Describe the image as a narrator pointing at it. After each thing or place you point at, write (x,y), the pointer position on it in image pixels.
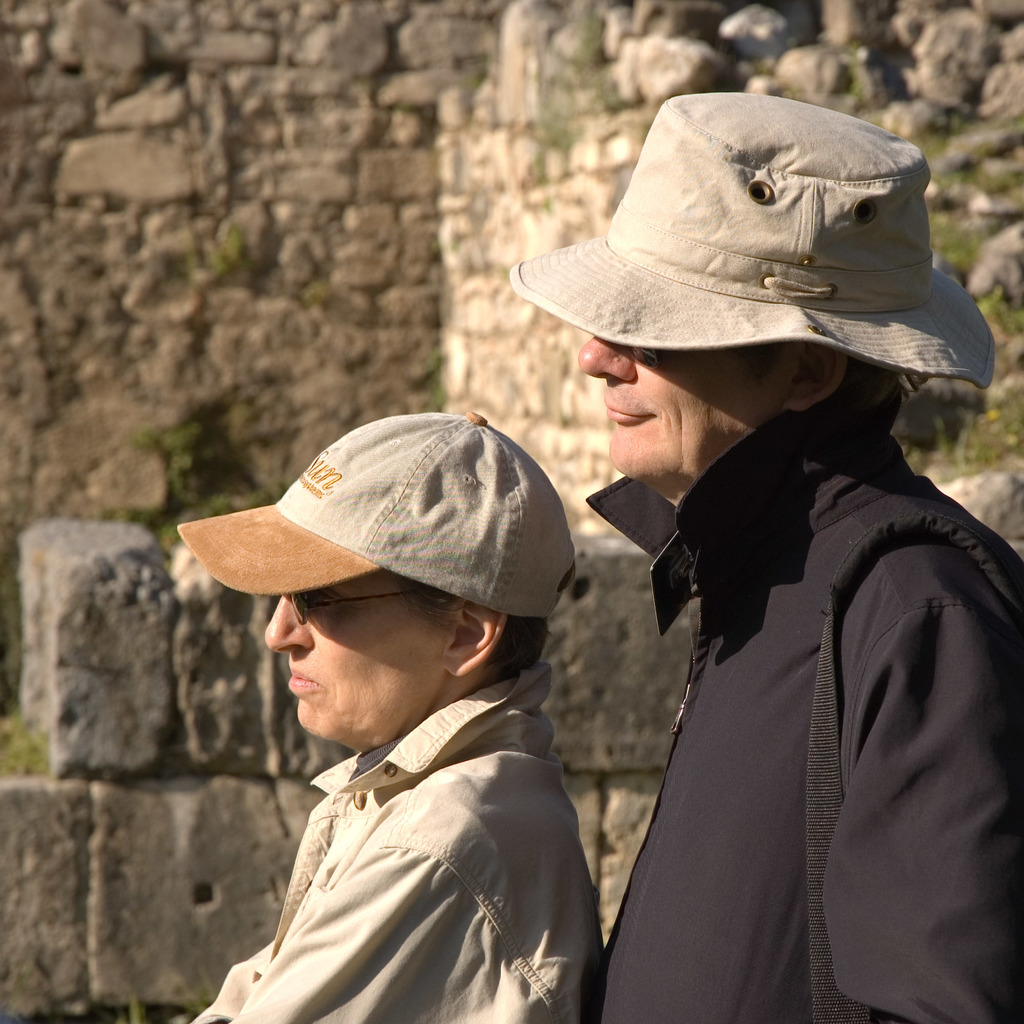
On the right side (845,296), there is a person (855,444) in black color shirt (782,863), wearing a cap (721,125) and standing. Beside him, there is another person (508,747) in beige color shirt (432,839), wearing cap (478,461) and standing. In the background (449,240), there is a wall (456,124) and there are rocks (1012,15) and grass (994,302) on the ground (1008,374).
